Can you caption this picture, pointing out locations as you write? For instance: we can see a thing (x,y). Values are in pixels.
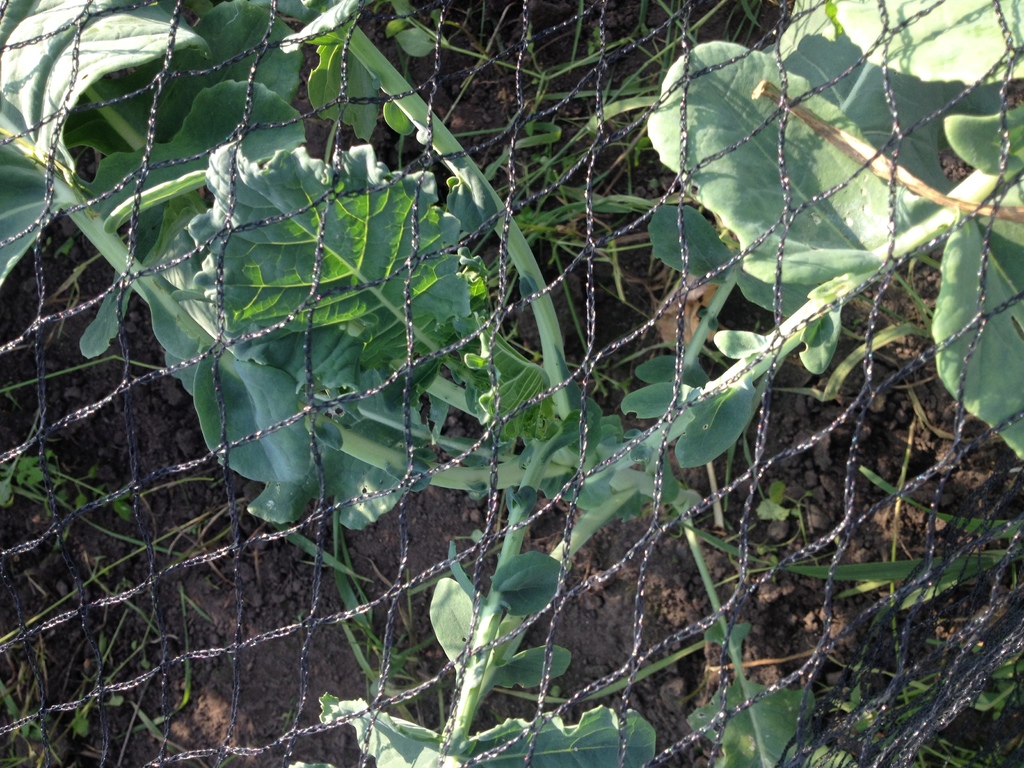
In this picture I can see the fencing (1009,551) in front (1007,168) and through the fencing (1003,32), I can see the plants (493,205) and I can also see the soil (8,417).
